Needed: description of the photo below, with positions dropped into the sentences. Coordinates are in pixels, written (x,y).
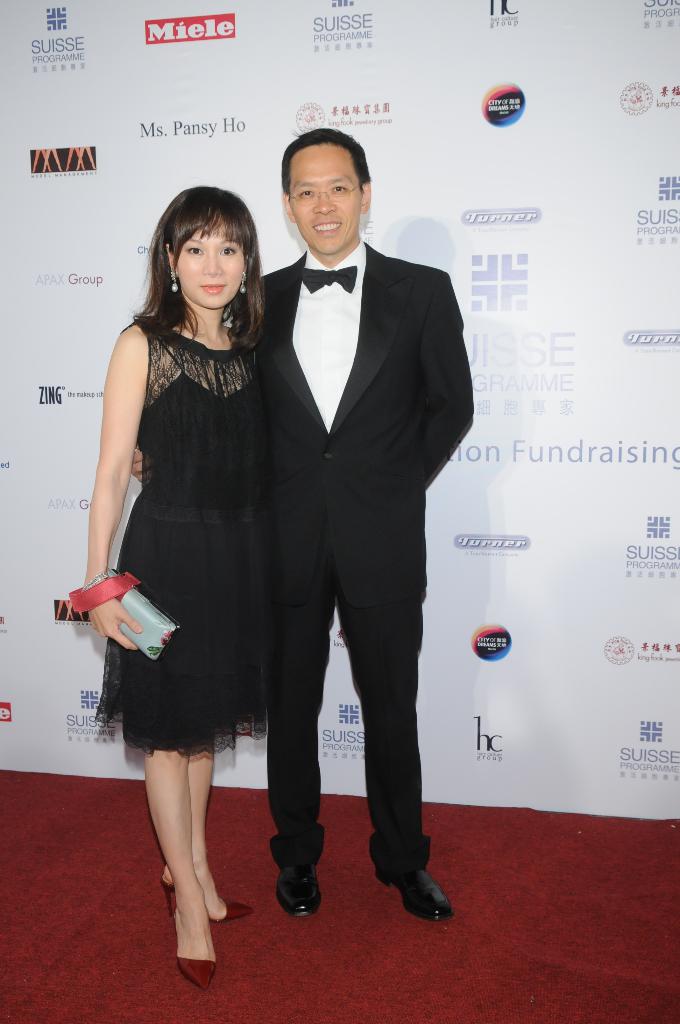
In the background (552,115) we can see a hoarding (430,117). In this picture we can see a man (363,417) and a woman (243,382) are standing and smiling. We can see a woman (243,329) is holding a purse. At the bottom portion of the picture (249,1002) we can see red carpet (412,972).
